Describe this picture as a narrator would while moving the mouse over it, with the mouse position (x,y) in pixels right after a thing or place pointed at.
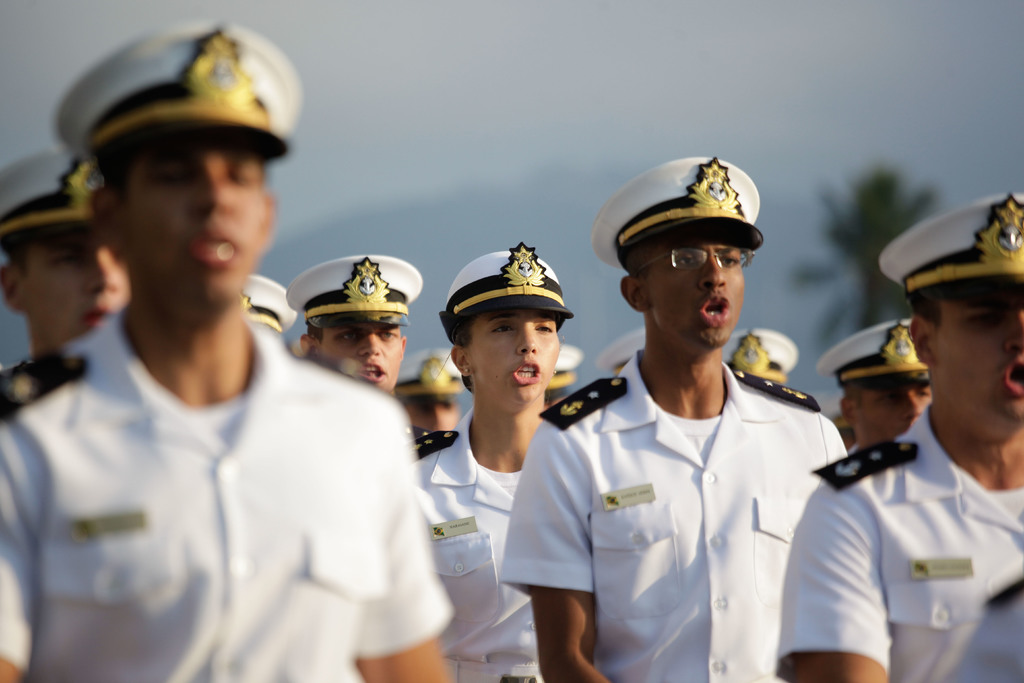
People (660,346) are standing wearing white navy uniform (559,472) and white caps (735,218). There is a tree (858,237) at the right (875,285) back.
